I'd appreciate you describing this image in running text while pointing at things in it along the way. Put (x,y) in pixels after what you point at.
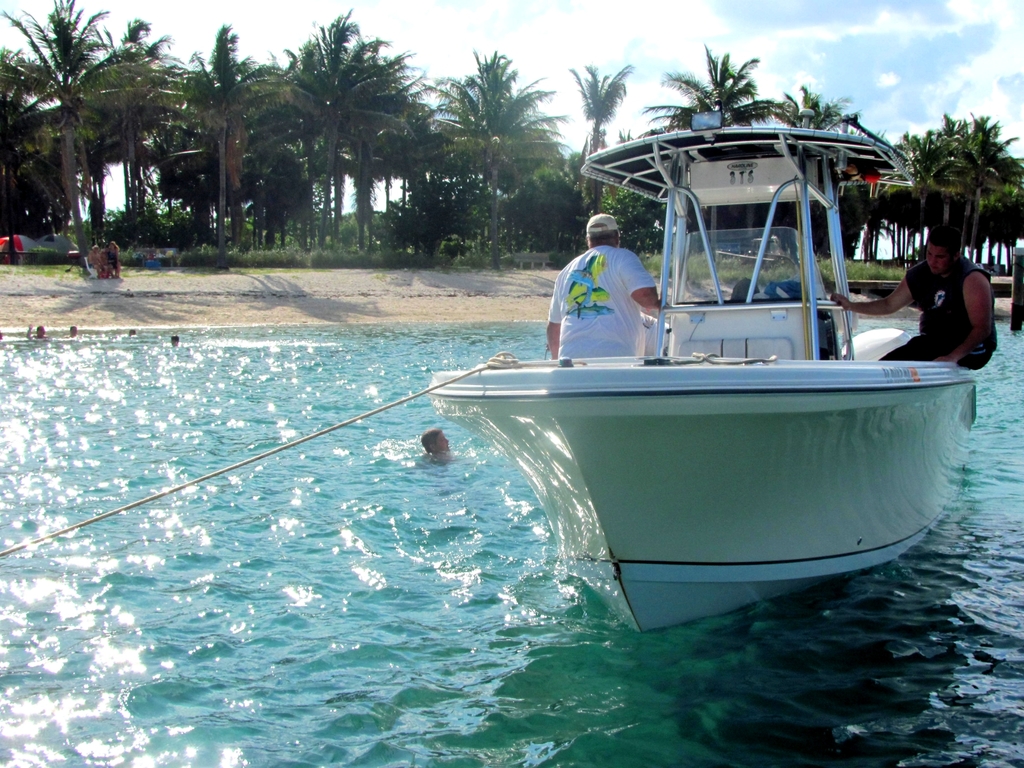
In this picture we can observe a boat (614,523) floating on the water (525,620). There are some people (427,443) swimming in the water (213,493). In the background (324,240) there are trees (259,204) and plants (537,229). We can observe a sky (638,44) with some clouds (544,39).
